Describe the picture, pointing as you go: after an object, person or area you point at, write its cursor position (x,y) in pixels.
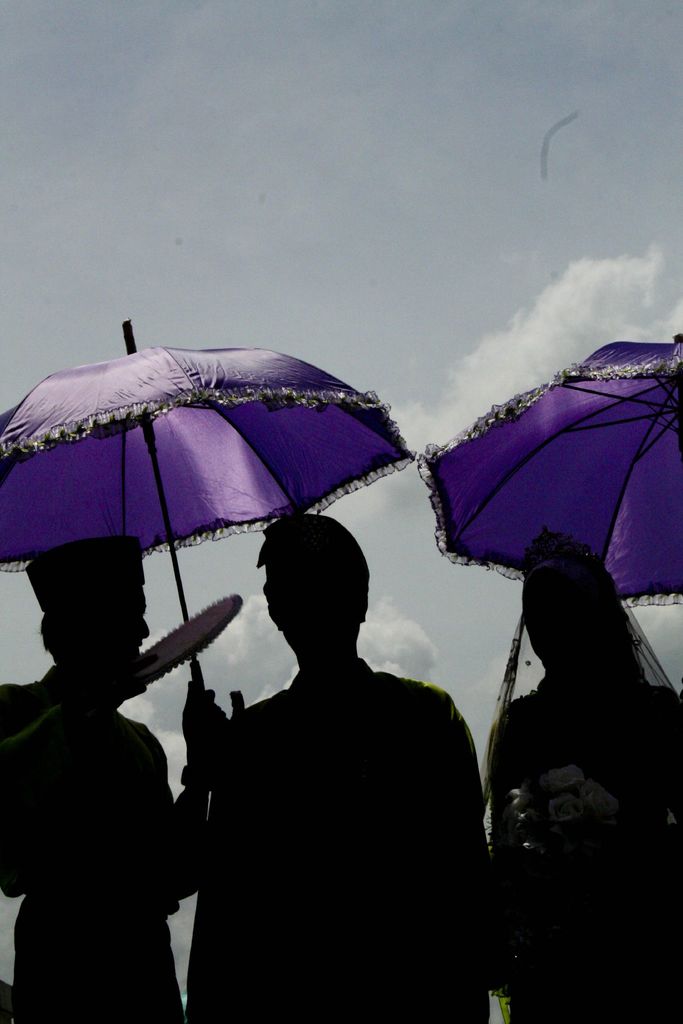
In this image there are three persons (367,725) in which one of them is holding an umbrella (193,673) and an object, there is a another umbrella (441,487) and a few clouds (382,645) in the sky (434,209).
